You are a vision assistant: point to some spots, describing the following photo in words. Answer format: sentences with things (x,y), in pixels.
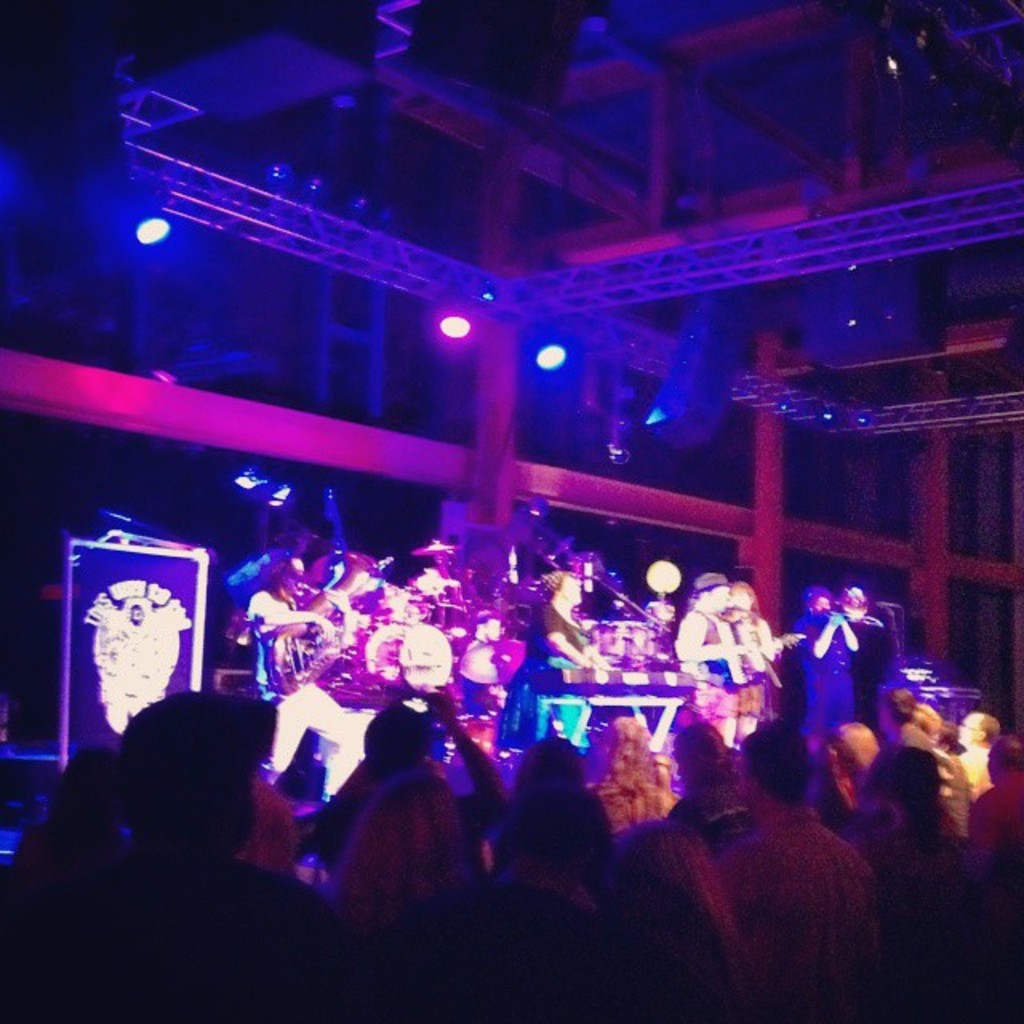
In the foreground of this image (504,840), on the bottom (609,857), there are persons (296,920) standing and In the background (811,619), there are persons (717,577) standing on the stage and playing musical instruments (617,669) and also there is a board (178,610) on the left (176,591) and light (453,330) in the middle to the pillar (498,326).
